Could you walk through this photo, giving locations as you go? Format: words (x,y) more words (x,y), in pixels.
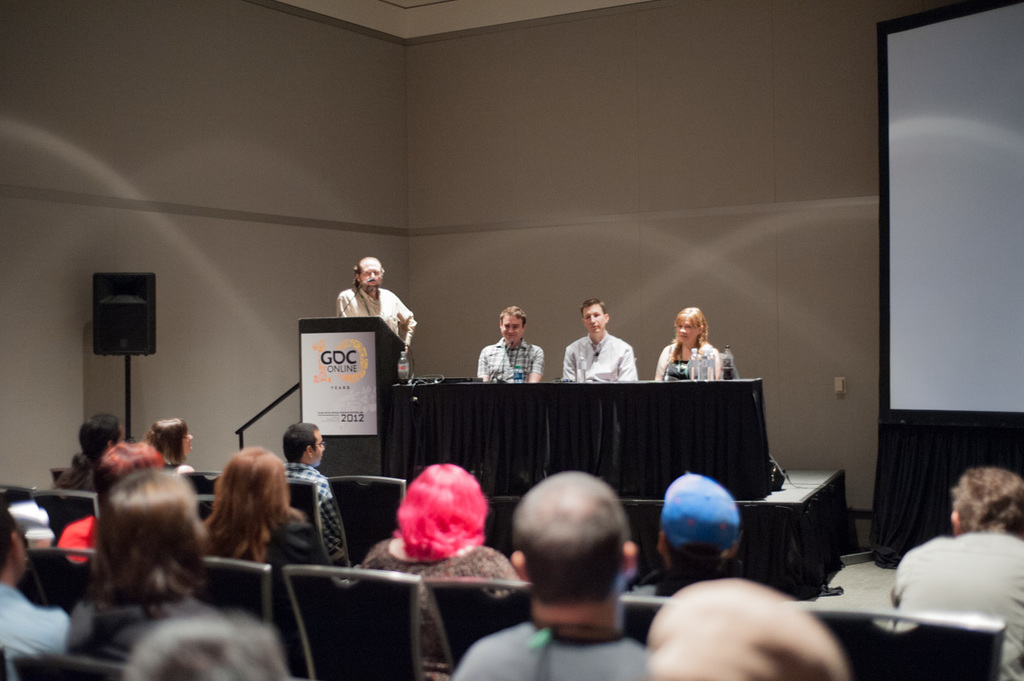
In the picture it looks like some conference, there are many people (142,513) sitting in front of the stage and on the stage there are three people (607,366) sitting in front of a table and on the left side (338,351) there is a man (378,290) standing in front of another table (377,336), on the left side (110,295) there is a speaker (98,306) in front of the wall (261,230) and on the right side (888,180) there is a presentation screen (962,347).
